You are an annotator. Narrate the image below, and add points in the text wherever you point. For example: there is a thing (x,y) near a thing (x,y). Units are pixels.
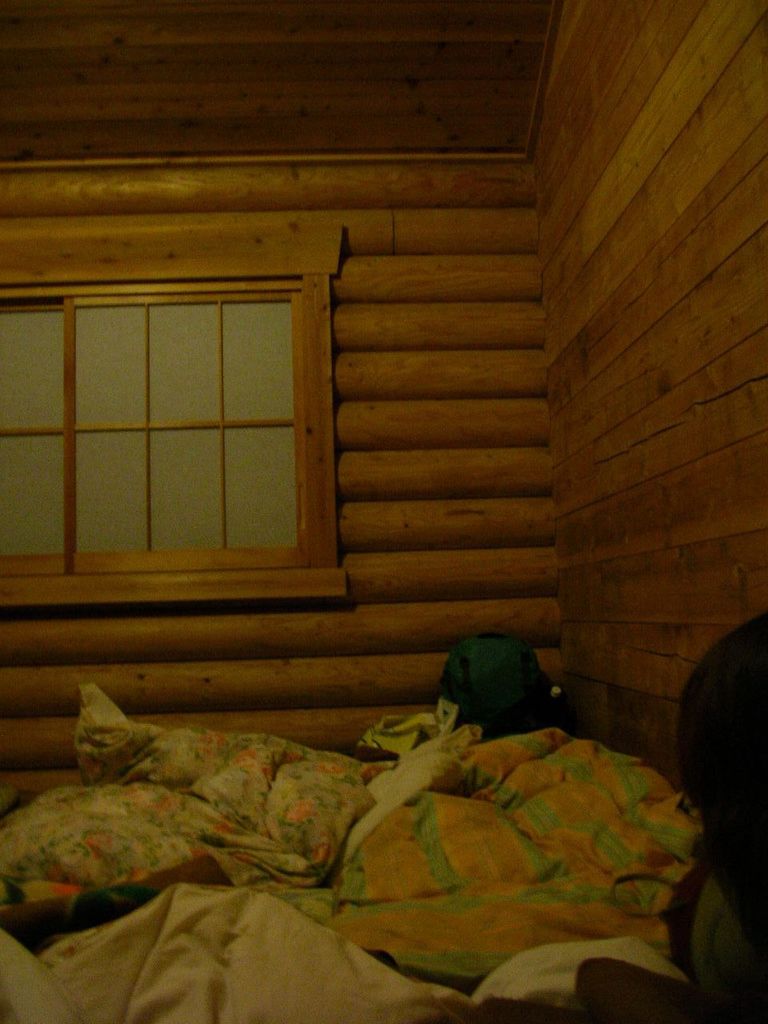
In this image we can see pillows (31,872), blankets (377,826) and in the background of the image (465,379) there is wooden wall (301,685).
